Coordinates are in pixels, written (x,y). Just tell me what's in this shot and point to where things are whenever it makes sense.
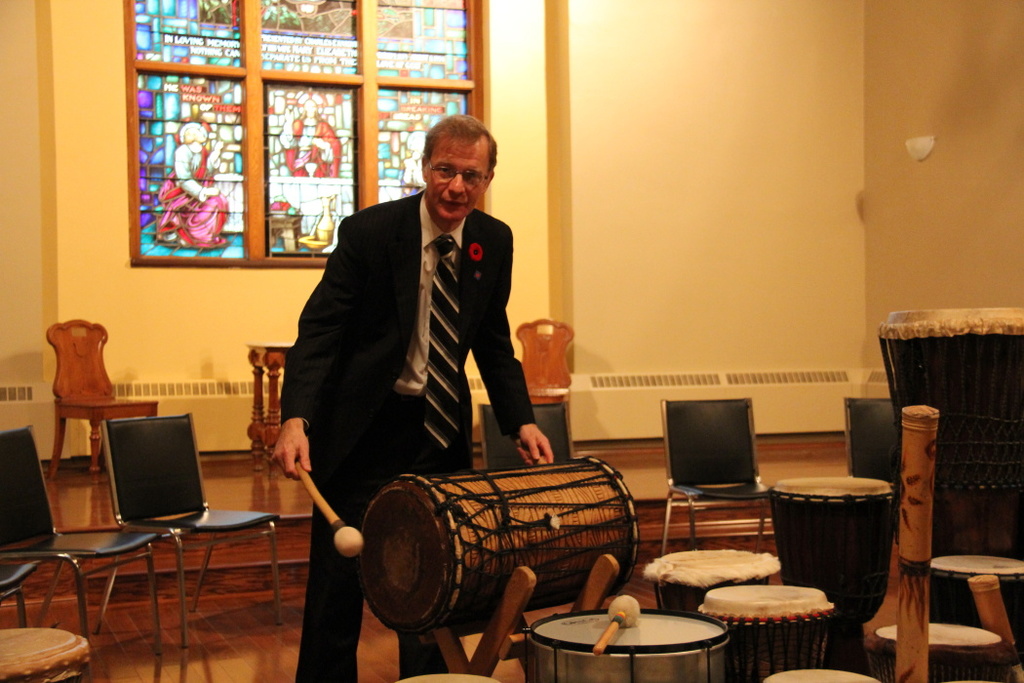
In this image I see a man (453,379) who is standing and I see that he is wearing suit (399,319) which is of black in color and I see that he is holding a stick (313,486) in one hand (291,465) and a musical instrument (512,481) in other hand (542,448) and I see few more musical instruments (600,616) over here and in the background (859,457) I see the chairs (37,515) and I see the floor (620,455) and I see the wall (649,263) and I see an art (217,80) over here.
